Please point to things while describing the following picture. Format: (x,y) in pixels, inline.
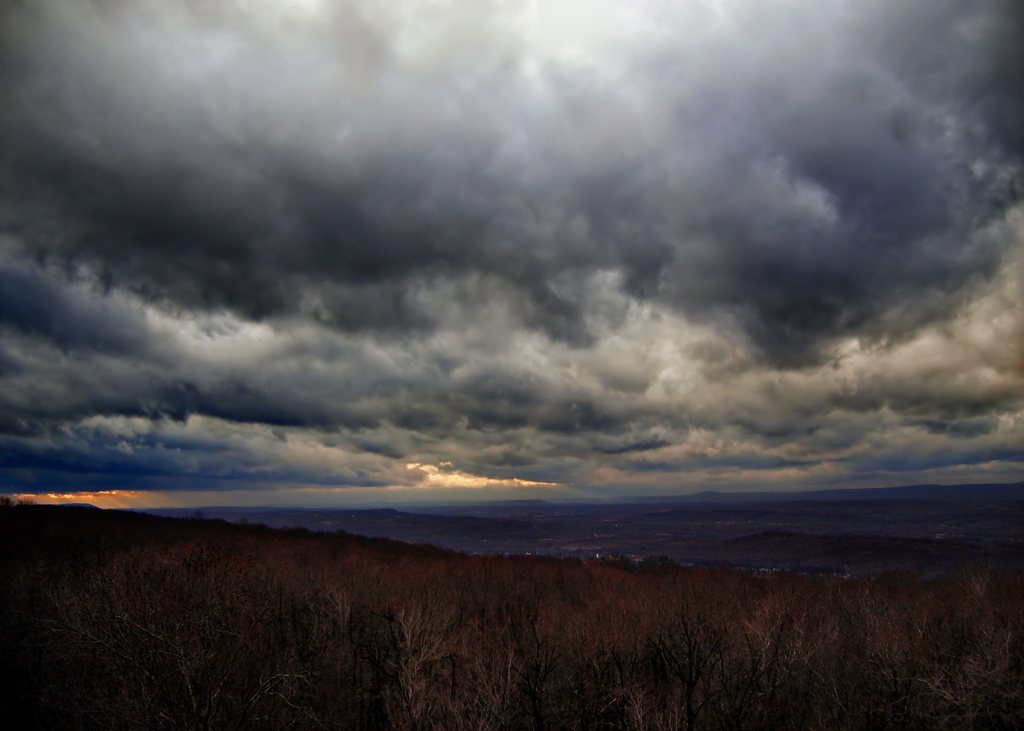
In this picture we can see the dark sky (486,165) and clouds (593,354). At the bottom (953,609) we can see grass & trees (332,580).
